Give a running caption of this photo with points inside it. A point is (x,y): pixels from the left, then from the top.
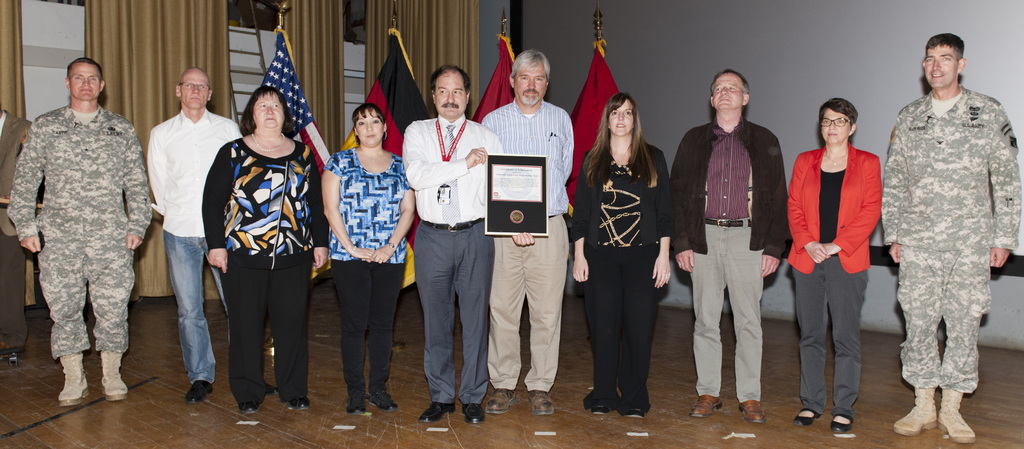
In this image we can see some people (422,132) and there is a person (516,289) holding an object (537,209) and there are four flags (495,81) in the background (605,88). We can see the wall (558,65) and few curtains (217,65).
